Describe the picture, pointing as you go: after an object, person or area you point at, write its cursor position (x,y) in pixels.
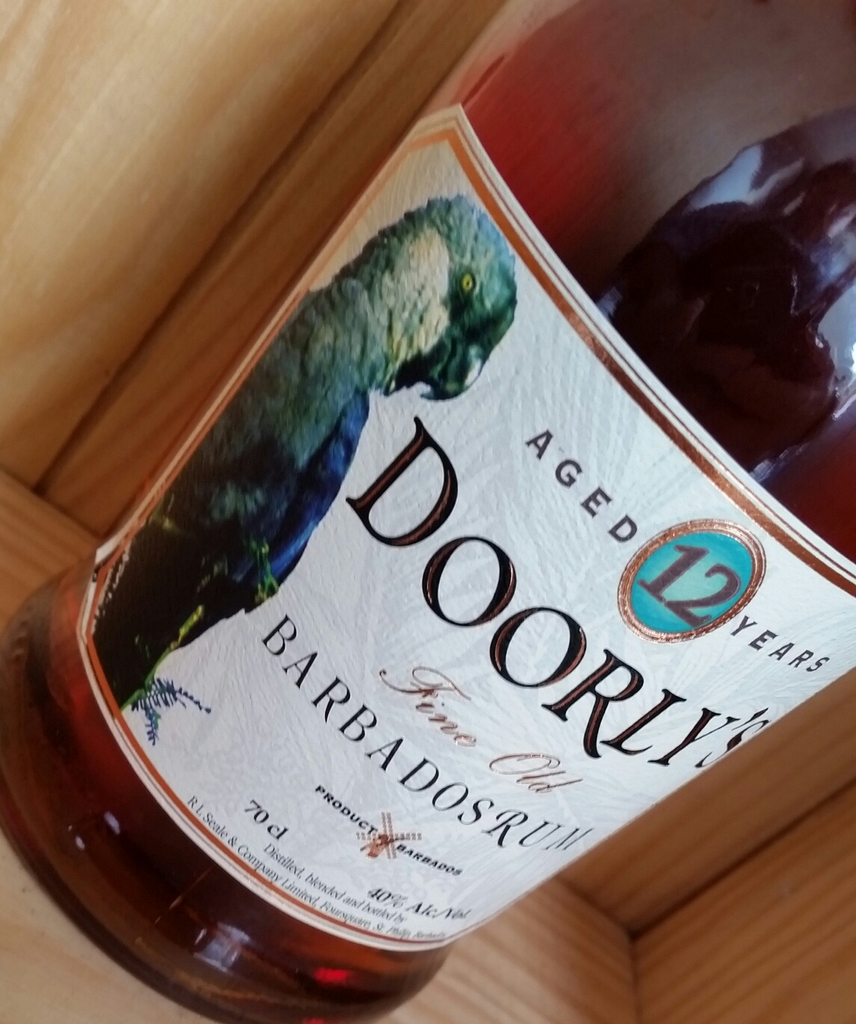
Here we can see a bottle (671,172) on wooden surface (635,950). On this bottle (657,538) there is a sticker (724,604). Something written on this sticker (519,560) and we can see a picture (359,309) of a bird (218,432).
